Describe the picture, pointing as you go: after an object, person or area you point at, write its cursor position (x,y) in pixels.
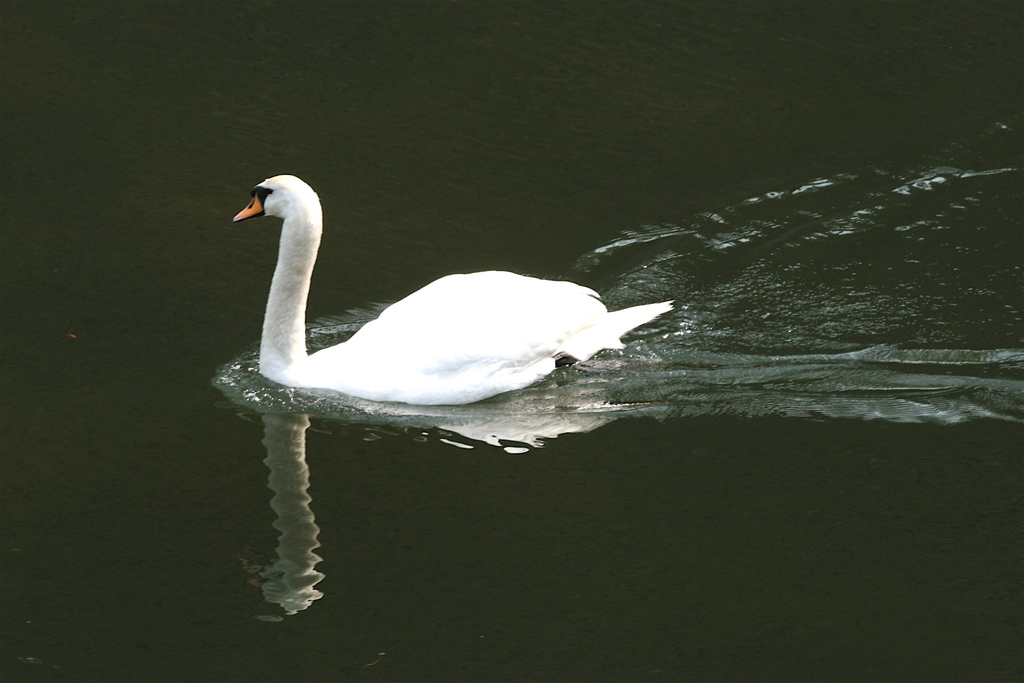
There is a white color bird (483,324), swimming on the water (568,385). In which, there is a mirror image (280,439) of it. And the background (344,253) is dark in color.
